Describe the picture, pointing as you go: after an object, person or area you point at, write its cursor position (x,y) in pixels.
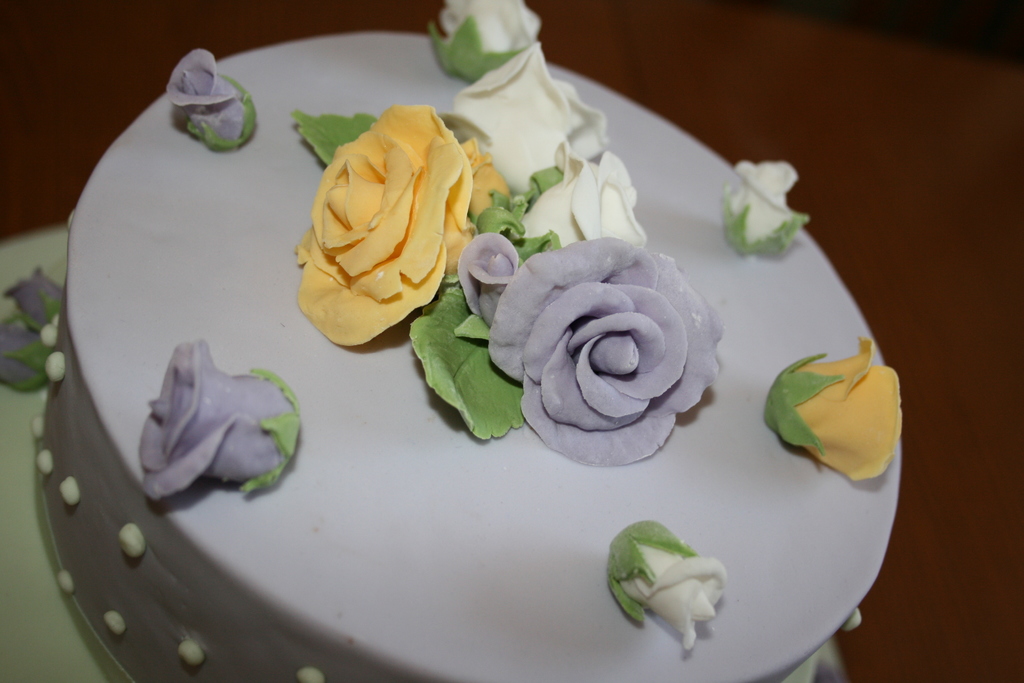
In this image I can see there is a cake (692,396) with rose flowers design (564,406).
